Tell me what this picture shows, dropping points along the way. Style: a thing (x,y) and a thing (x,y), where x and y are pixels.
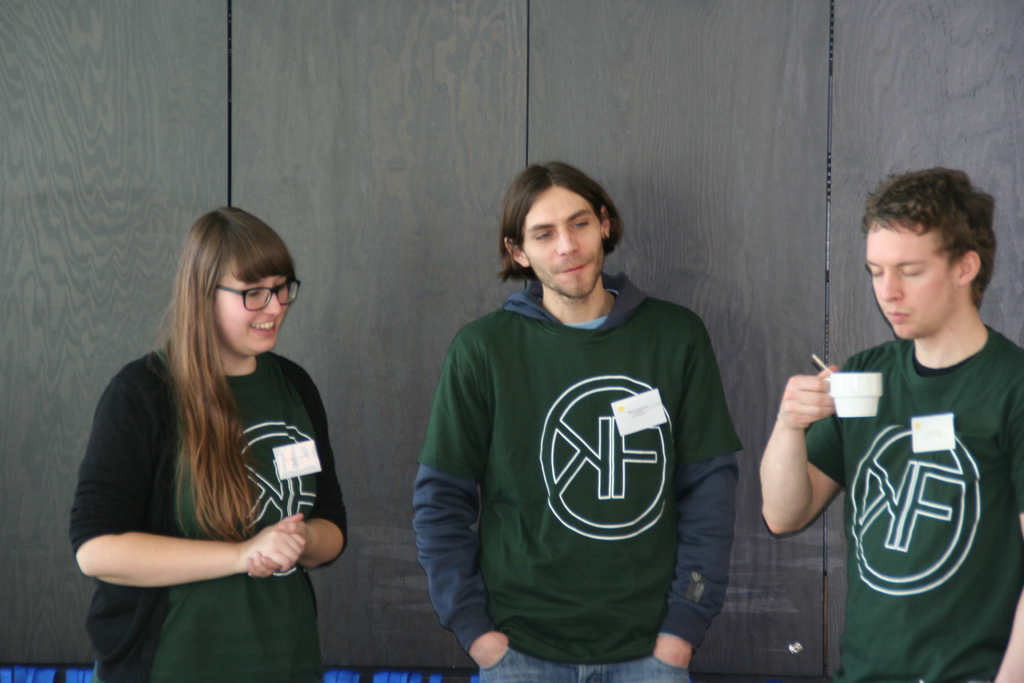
In the picture I can see three persons (434,550) standing, on right side of the picture (900,411) there is a person (882,457) holding glass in his hands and in the background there is a wooden wall (17,364).
